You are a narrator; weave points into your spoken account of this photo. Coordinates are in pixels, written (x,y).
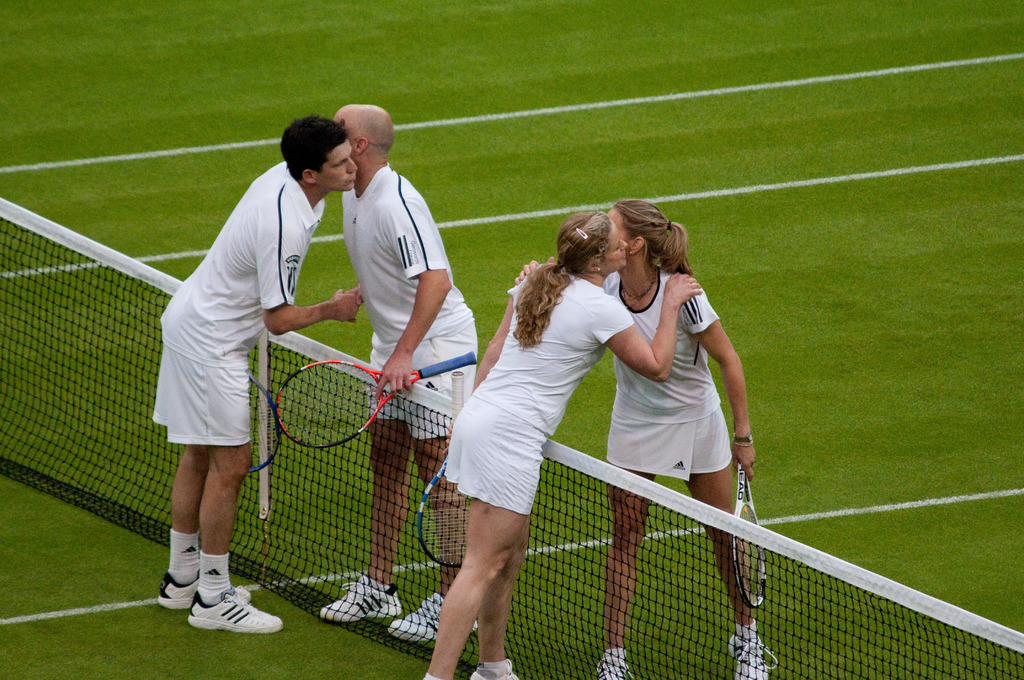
Here we can see two men (378,430) and two women (597,343) are standing on the ground (847,428). They are holding a racket (316,361) with their hands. There is a mesh (135,352) and this is grass (785,146).
